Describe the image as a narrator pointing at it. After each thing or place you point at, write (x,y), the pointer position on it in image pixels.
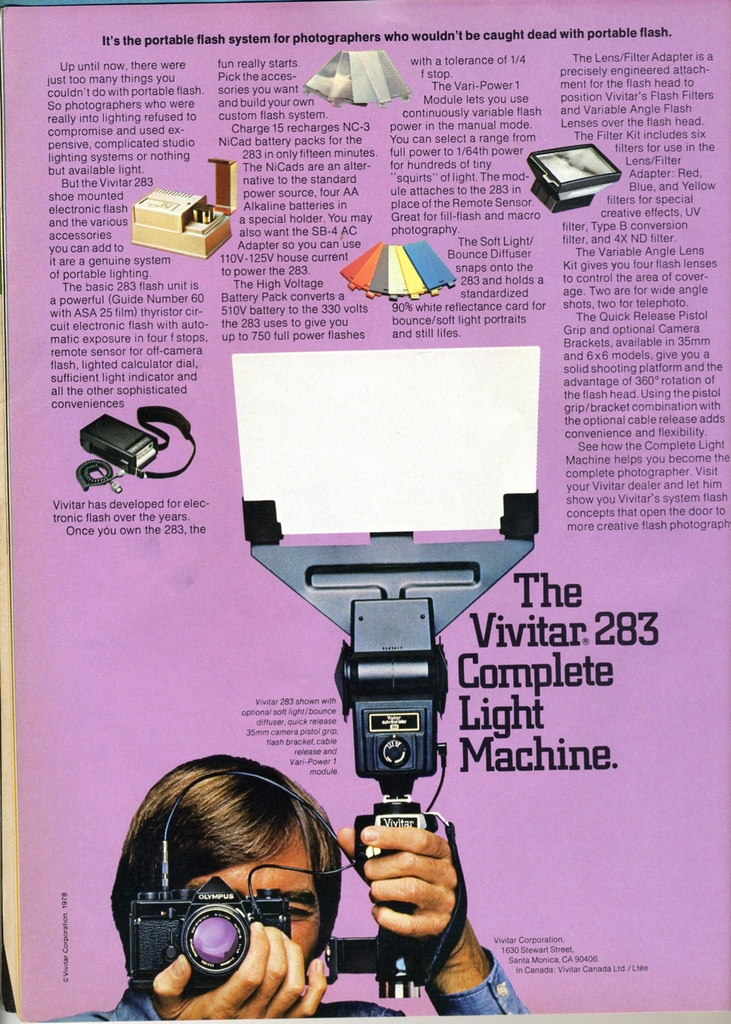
In this image I can see a newspaper cutting (361,542) in which I can see a person (245,813) is holding a camera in hand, text (322,749) and some objects (399,388).
